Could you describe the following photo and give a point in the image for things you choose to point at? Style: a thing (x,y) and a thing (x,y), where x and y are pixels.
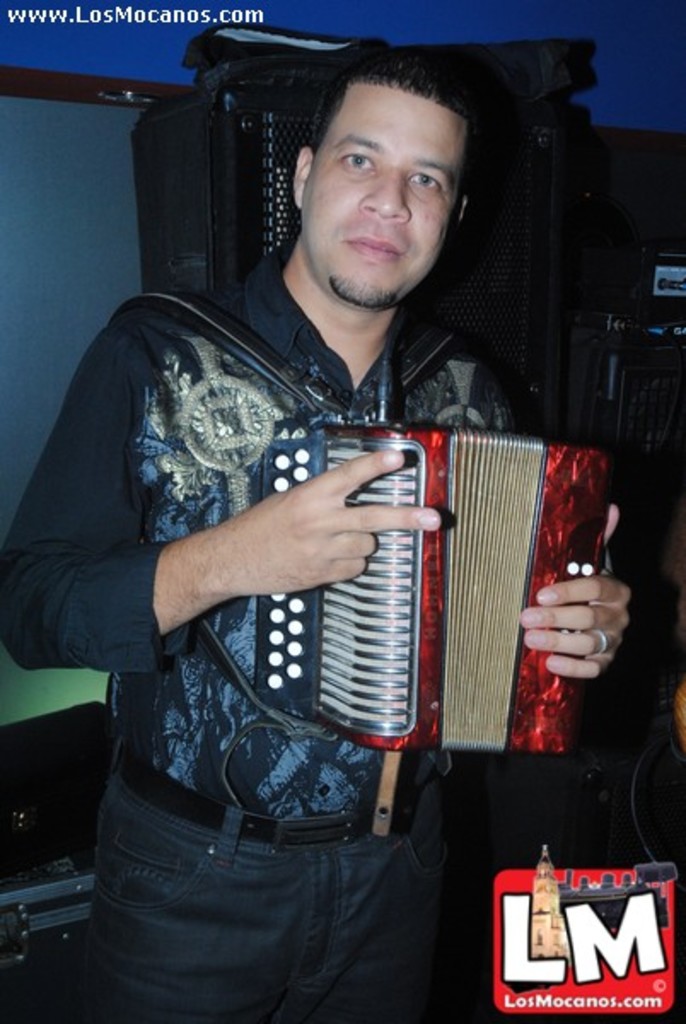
In this picture we can see a person (442,360) holding an accordion (438,566) in his hand (541,598). There is a watermark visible in the bottom right (670,935). We can see a few objects (236,226) in the background (282,101). There is some text (167,18) visible in the top left (173,16).
